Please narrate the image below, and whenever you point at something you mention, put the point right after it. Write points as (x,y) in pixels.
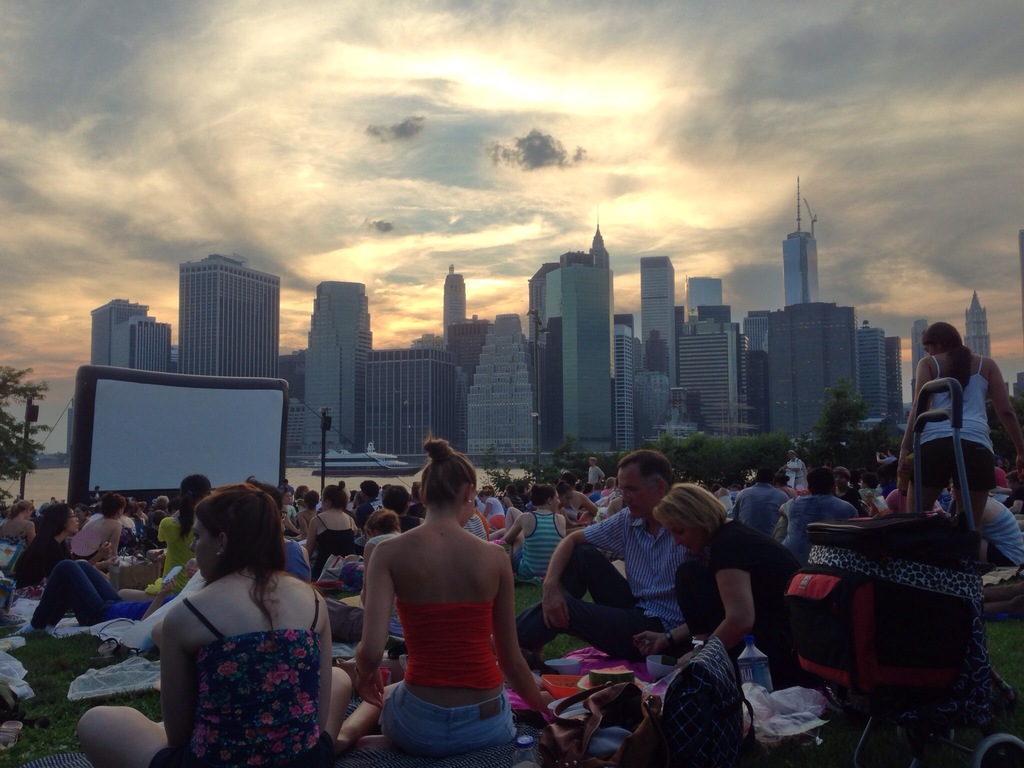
In this picture there are people (454,469) and we can see clothes (202,682), bags (807,710), poles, stroller (871,718), grass (880,732), board (227,482), trees (706,447) and objects (317,581). In the background of the image (334,454) we can see ship (336,461) above the water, buildings (380,388) and sky (339,196) with clouds (351,207).
